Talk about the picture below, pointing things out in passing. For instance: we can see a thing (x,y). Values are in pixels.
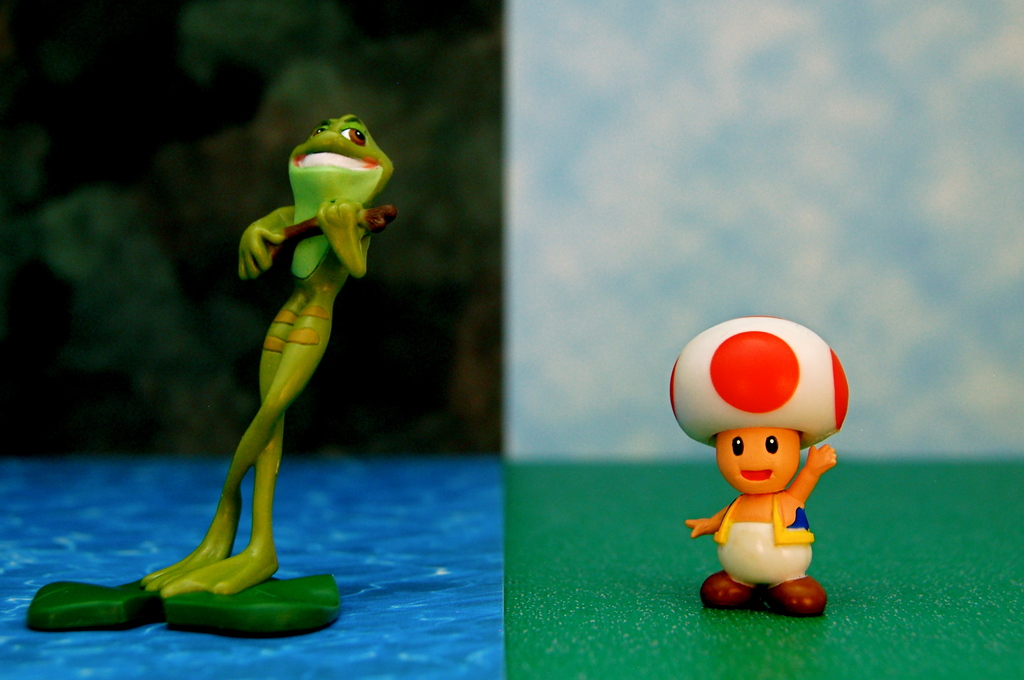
In this image I can see a collage picture in which I can see a toy (273,340) which is green in color which is in the shape of a frog and another toy (731,454) which is in the shape of a person on the green colored surface (653,588).
